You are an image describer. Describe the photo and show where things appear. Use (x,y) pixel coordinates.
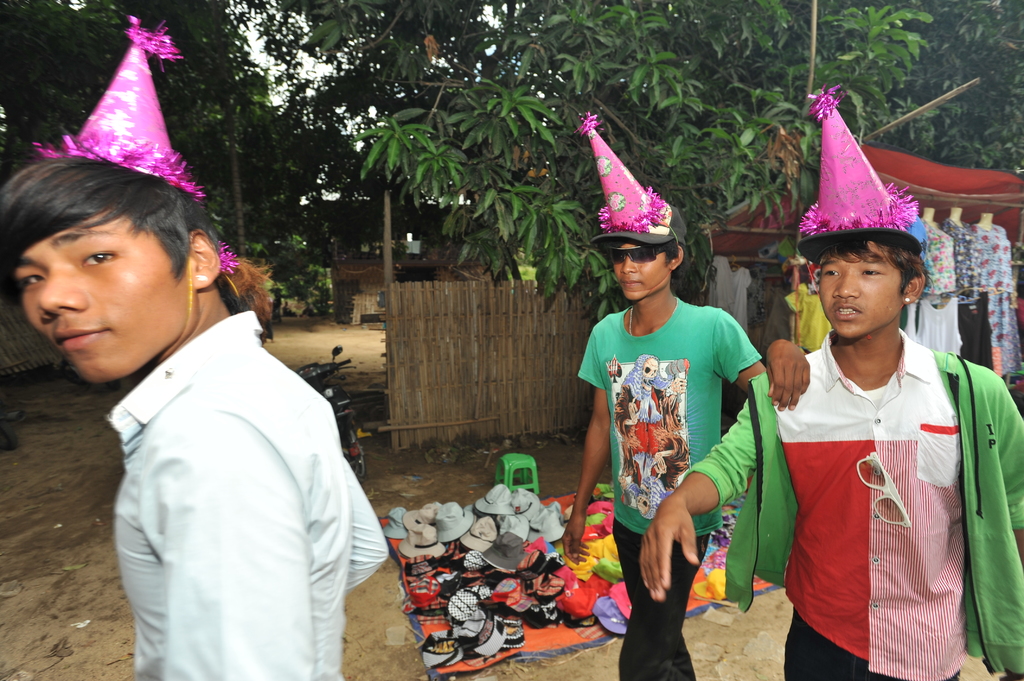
In this picture there are men (298,474) wore caps (839,237) and we can see hats (537,580), ground (502,443), bike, mannequins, clothes (951,275), tent (935,188), shed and trees (698,112). In the background of the image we can see the sky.
